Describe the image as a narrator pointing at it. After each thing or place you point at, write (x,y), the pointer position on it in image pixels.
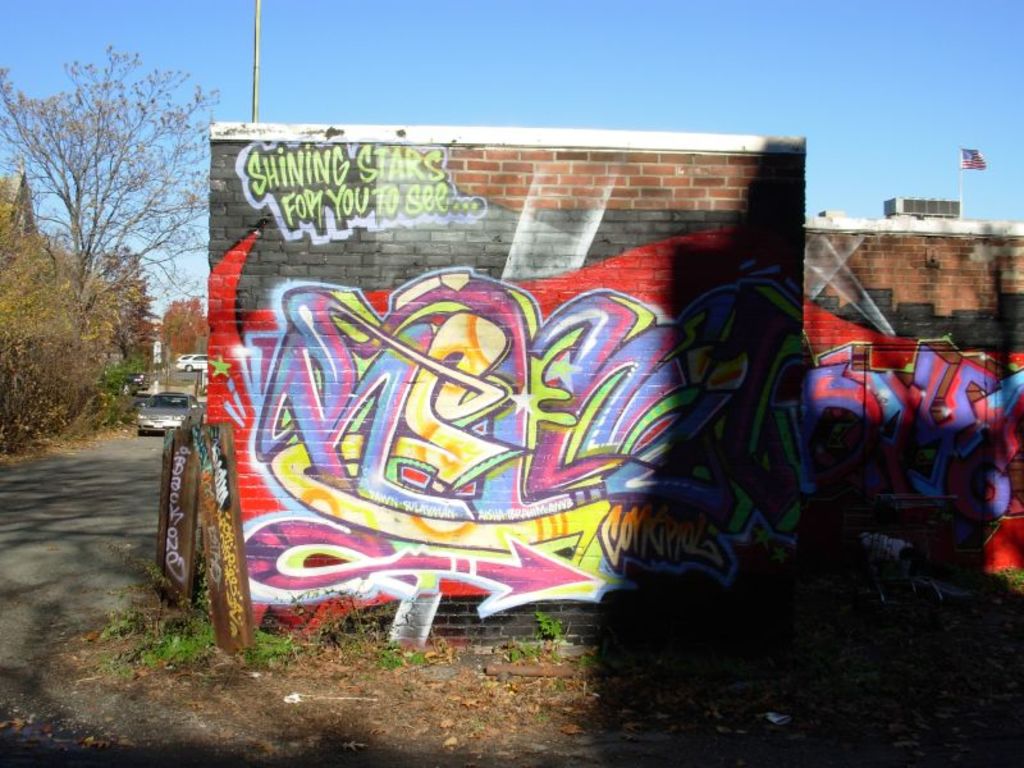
In this image there is a painting (481,460) on the wall (699,345) as we can see in the middle of this image (543,383). There is a sky (628,65) on the top of this image (578,44). There are some cars (193,361) on the left side (166,404) to this wall (290,378). There are some trees (129,285) on the left side of this image (16,274).
